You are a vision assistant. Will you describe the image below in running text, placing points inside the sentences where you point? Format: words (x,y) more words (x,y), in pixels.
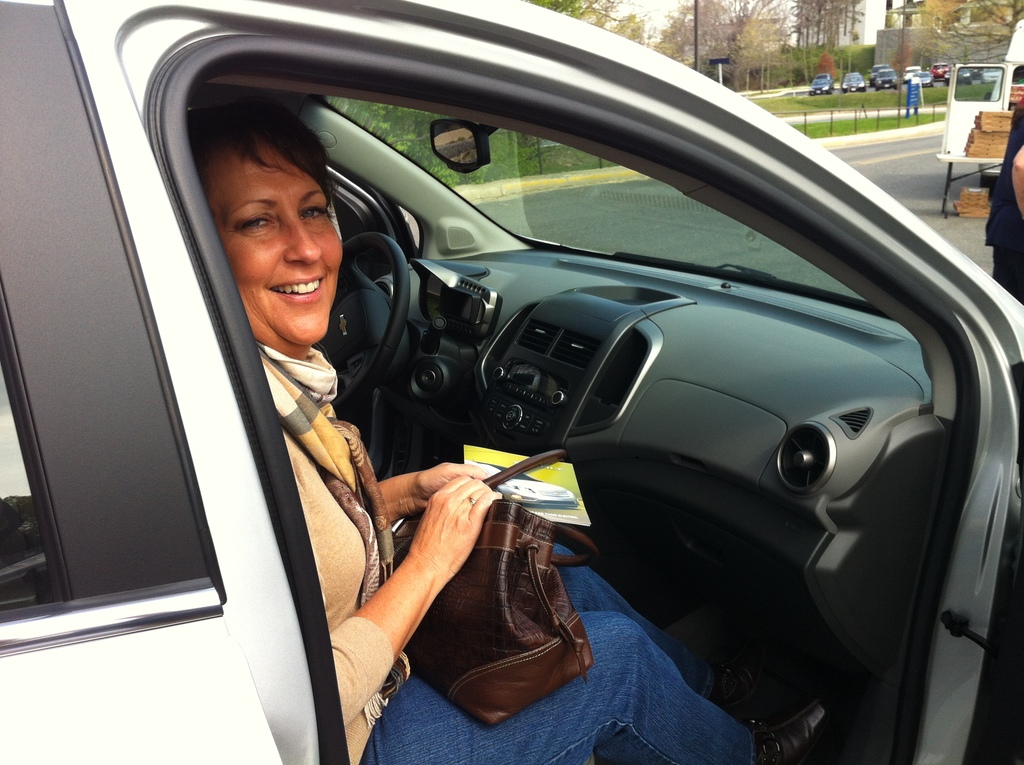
In this image we can see a person (330,604) wearing brown color sweatshirt (344,599), blue color jeans (566,574) sitting in the car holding hand bag (492,577) which is of brown color and at the background of the image (858,78) there are some vehicles (984,100) which are parked, there is garden area (802,112), there are some trees (752,75) and houses (914,29).
